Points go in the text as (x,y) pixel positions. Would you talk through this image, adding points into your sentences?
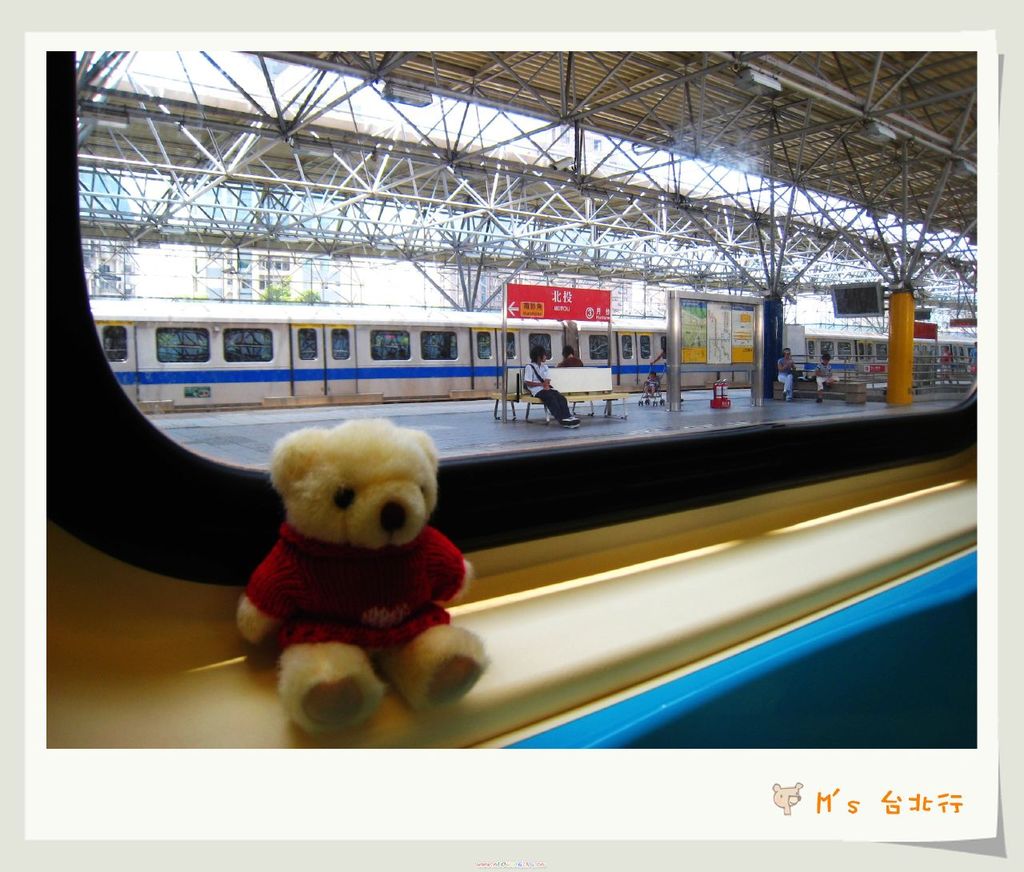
In this image I can see a teddy bear (432,638) in the front (417,640). In the background (528,309) I can see a train (369,368), few boards (694,343), a platform (552,440) and on it I can see few people (824,387) are sitting on benches (851,397). On these boards (681,315) I can see something is written and on the top side of this image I can see few lights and a CCTV camera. On the right bottom side of this image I can see a watermark (825,787).
